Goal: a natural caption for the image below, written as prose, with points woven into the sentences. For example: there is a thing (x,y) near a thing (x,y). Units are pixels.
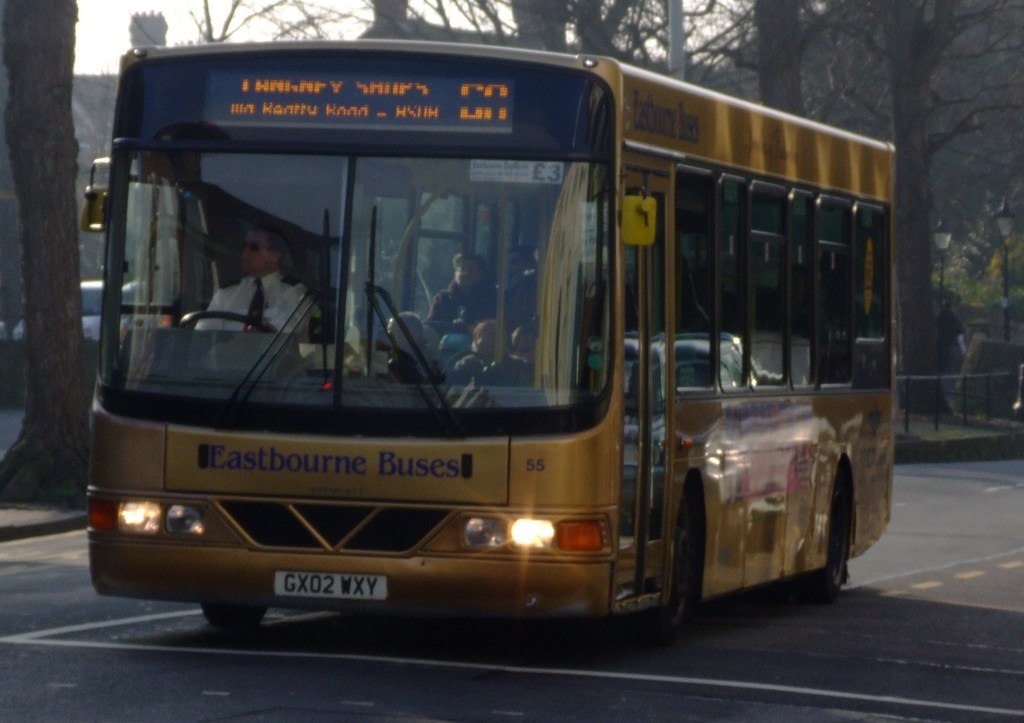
In this image we can see group of people (450,303) sitting inside a bus (512,311) and bus (435,577) is placed on the ground (461,672). In the background (982,210) we can see group of trees (28,152), poles (940,268), vehicle (87,304) and sky (105,15).
